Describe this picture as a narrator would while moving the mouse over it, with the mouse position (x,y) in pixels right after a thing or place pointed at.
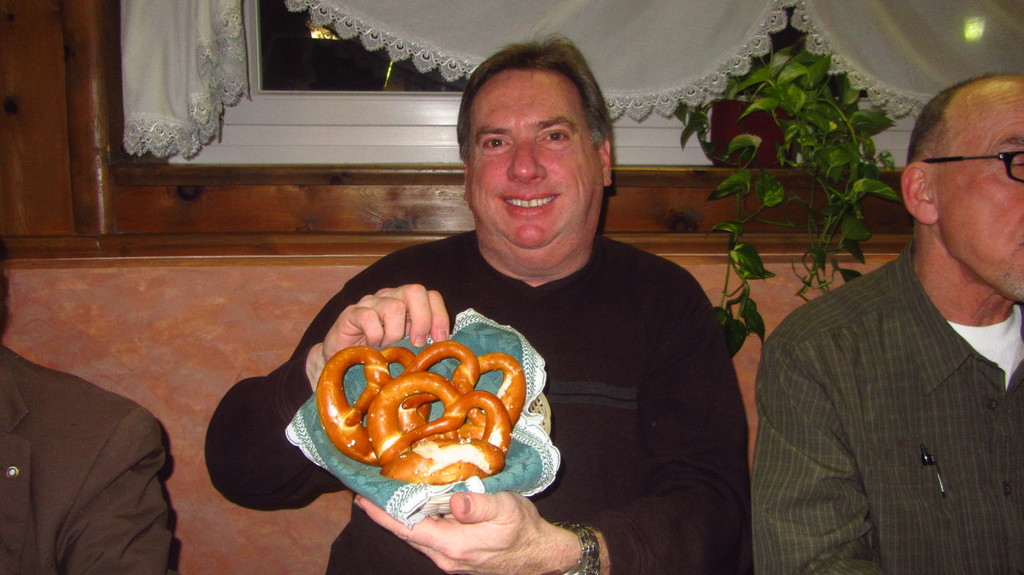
In this image there are three persons (826,419), one of them is smiling and holding a food item (380,440), which is placed in a basket (482,429). In the background (407,24) there is a window (255,20) with curtains (544,33) and a plant (808,156).
